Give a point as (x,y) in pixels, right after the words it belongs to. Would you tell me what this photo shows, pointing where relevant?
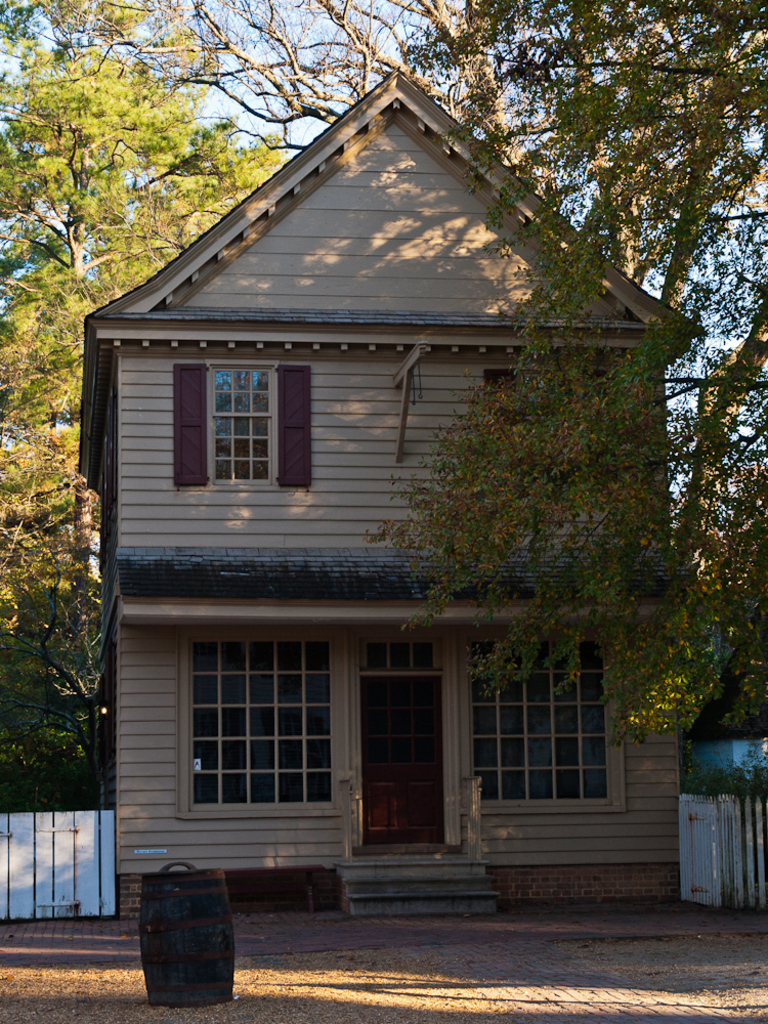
This picture shows a house (434,209) and we see trees (759,394) and a fence (695,848) and we see a barrel (171,934) on the ground (93,959).
